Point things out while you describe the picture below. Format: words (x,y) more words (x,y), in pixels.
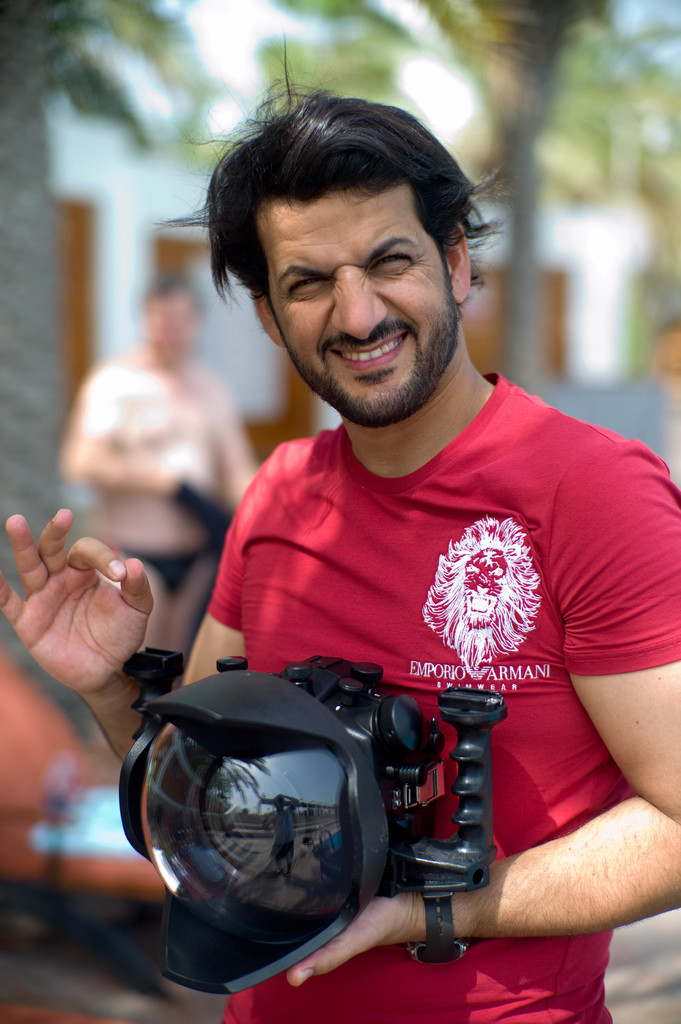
In this picture we can see man (470,663) smiling wore red color T-Shirt (328,555) holding camera (270,754) in his hand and in the background (543,8) we can see another person (112,399), tree (541,32) and it is blurry.
